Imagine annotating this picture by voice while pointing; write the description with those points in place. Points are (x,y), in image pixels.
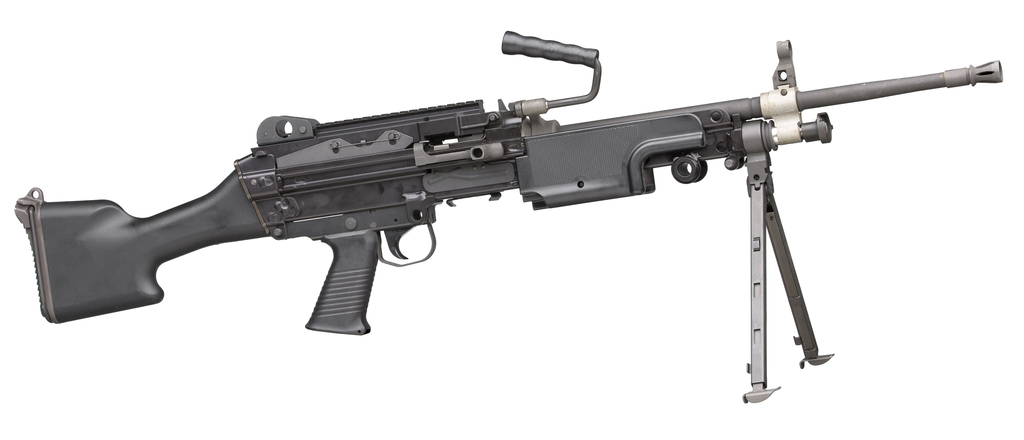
In this image, we can see a machine gun (759,203).
